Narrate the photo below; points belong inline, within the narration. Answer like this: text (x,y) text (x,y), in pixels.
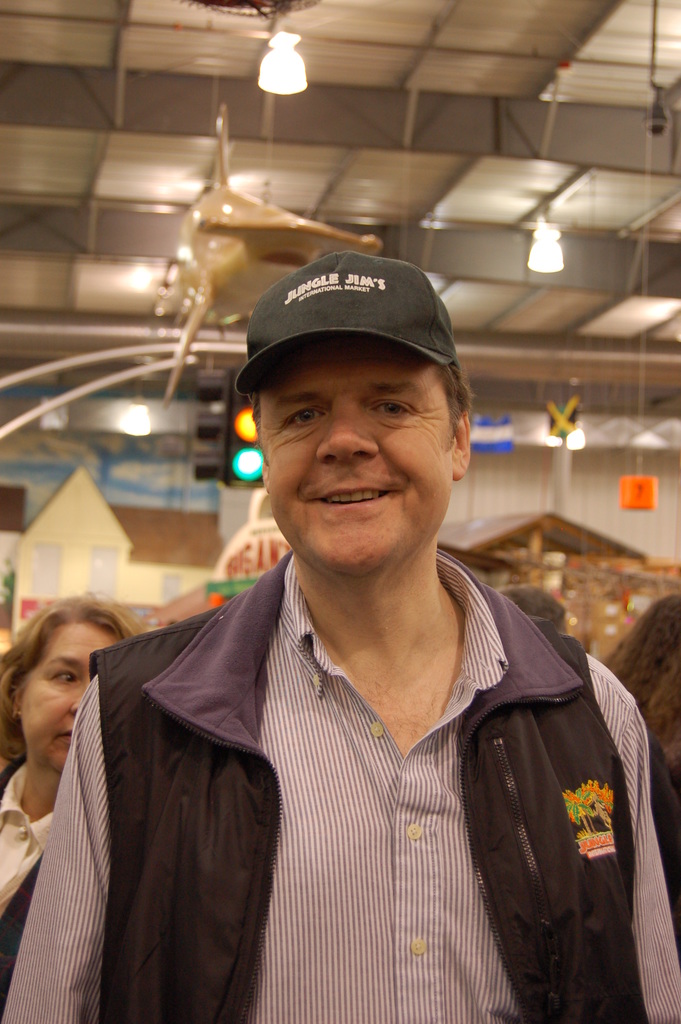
In the center of the image (408,473) we can see a man (355,931) standing, smiling and wearing a black cap (352,305). In the background (108,624) we can also see a woman (69,629). Image also consists of ceiling lights (284,56) and some lights (234,405) and we can also see the roof (182,117) for shelter.
